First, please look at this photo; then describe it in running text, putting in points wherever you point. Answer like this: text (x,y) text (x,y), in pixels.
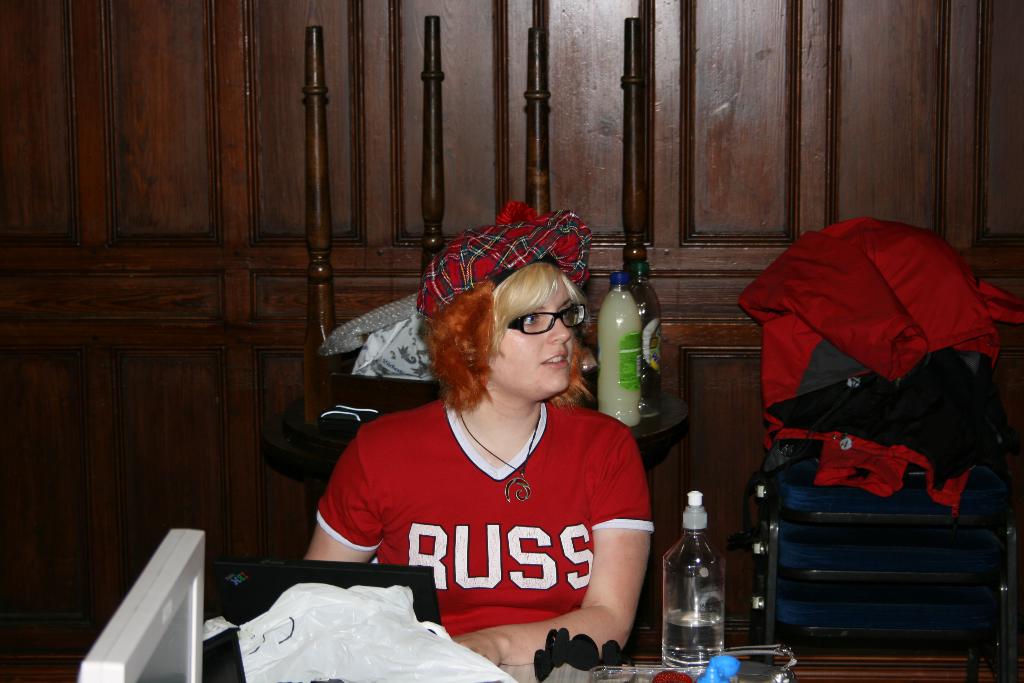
In this image we can see a lady (554,238) with spectacles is sitting and in front (776,662) and behind her there are tables (548,673) which contains some objects (310,615) on it, on the right side of the image (793,621) there are stools (873,600) one on the other and there are clothes (868,473) on it.
